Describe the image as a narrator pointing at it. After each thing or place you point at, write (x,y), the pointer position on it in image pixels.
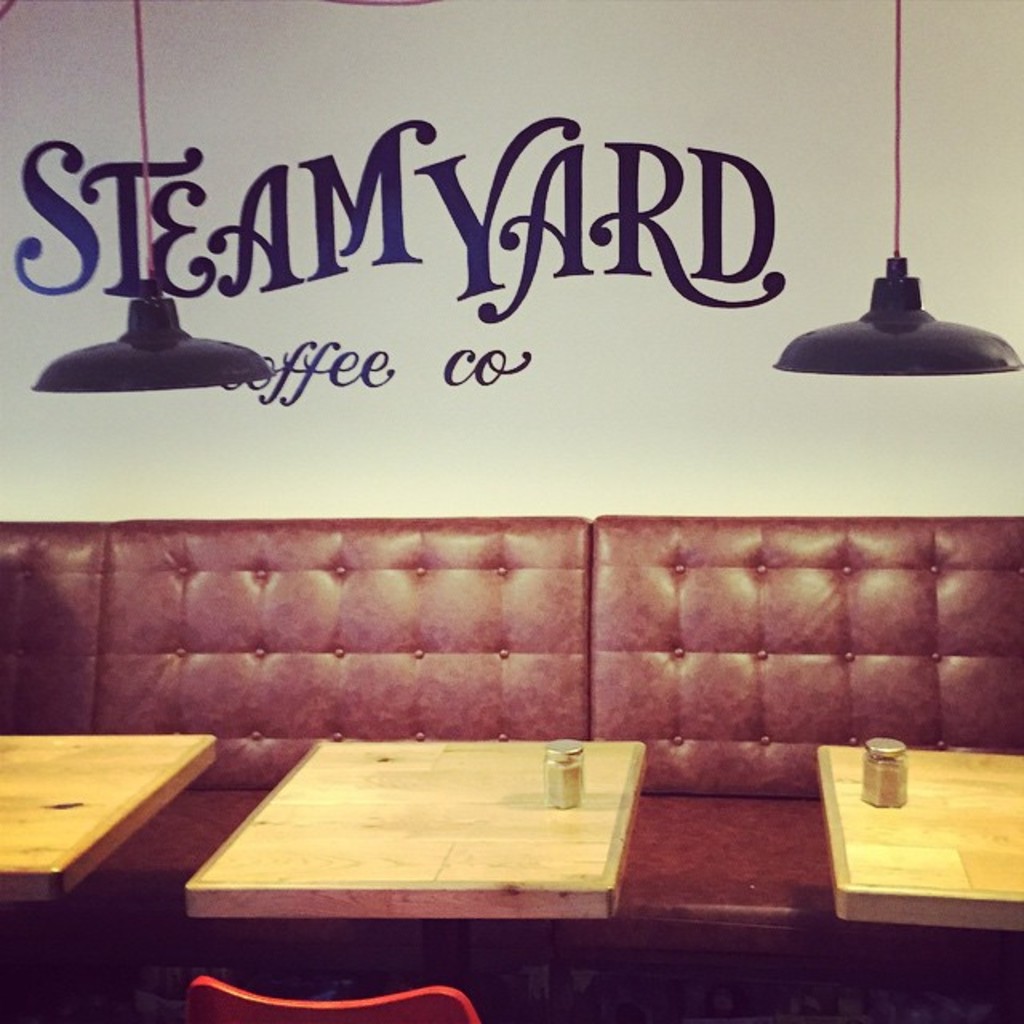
In this picture we can see sofa (702,628) and in front of it tables (447,836) and on table (519,788) we have jars (881,768), chair (296,1023) and in background (352,284) we can see wall (377,267), lights (873,376) and it is a poster (483,267).
